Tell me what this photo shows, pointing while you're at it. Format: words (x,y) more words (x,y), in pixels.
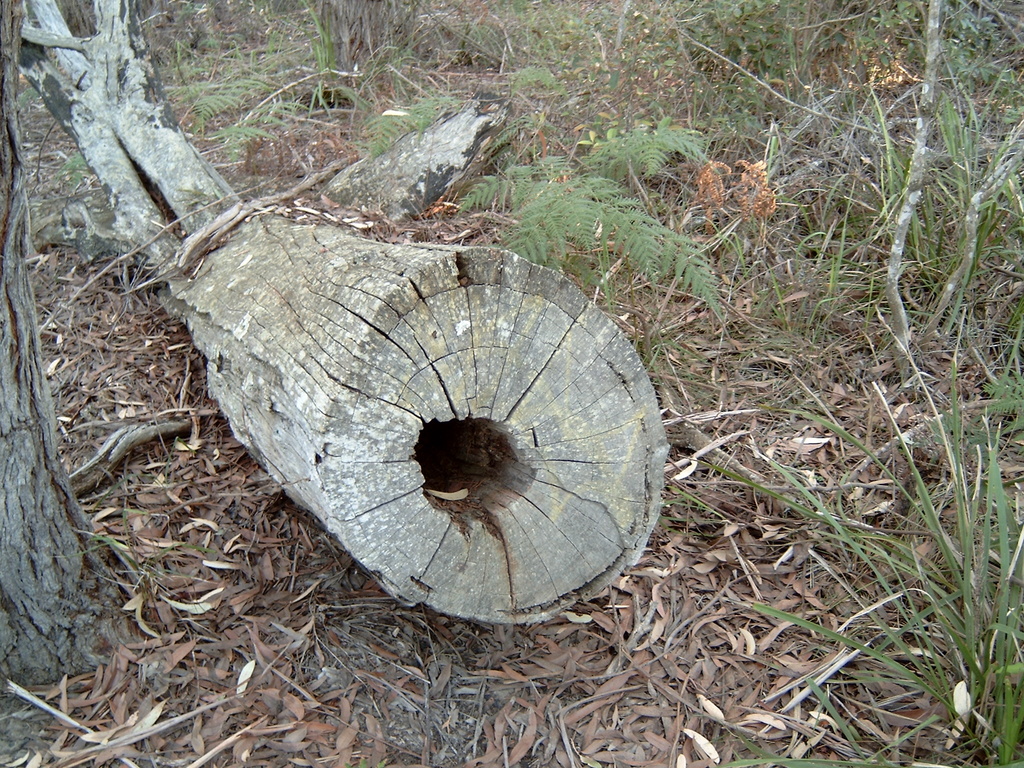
In the foreground of this picture (376,471), there is a trunk (327,367) on the ground (190,678). In the background (896,210), there are grass (958,218) and sticks (829,118).
